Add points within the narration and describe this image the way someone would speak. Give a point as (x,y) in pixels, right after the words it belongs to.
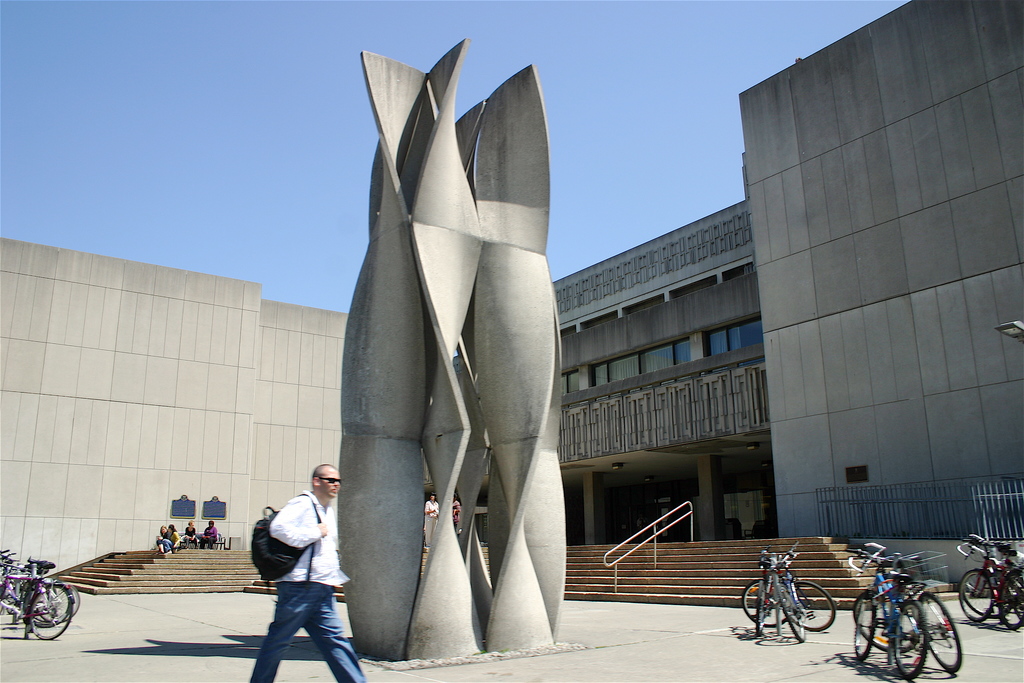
In the image in the center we can see one person (328,563) walking and he is wearing backpack (271,545). And we can see thin shell structures (476,343). In the background (213,111) there is a sky (634,84), building (734,515), wall (189,338), staircase (697,563), fence (1023,501), cycles (886,590) and few people (164,549) were sitting.
